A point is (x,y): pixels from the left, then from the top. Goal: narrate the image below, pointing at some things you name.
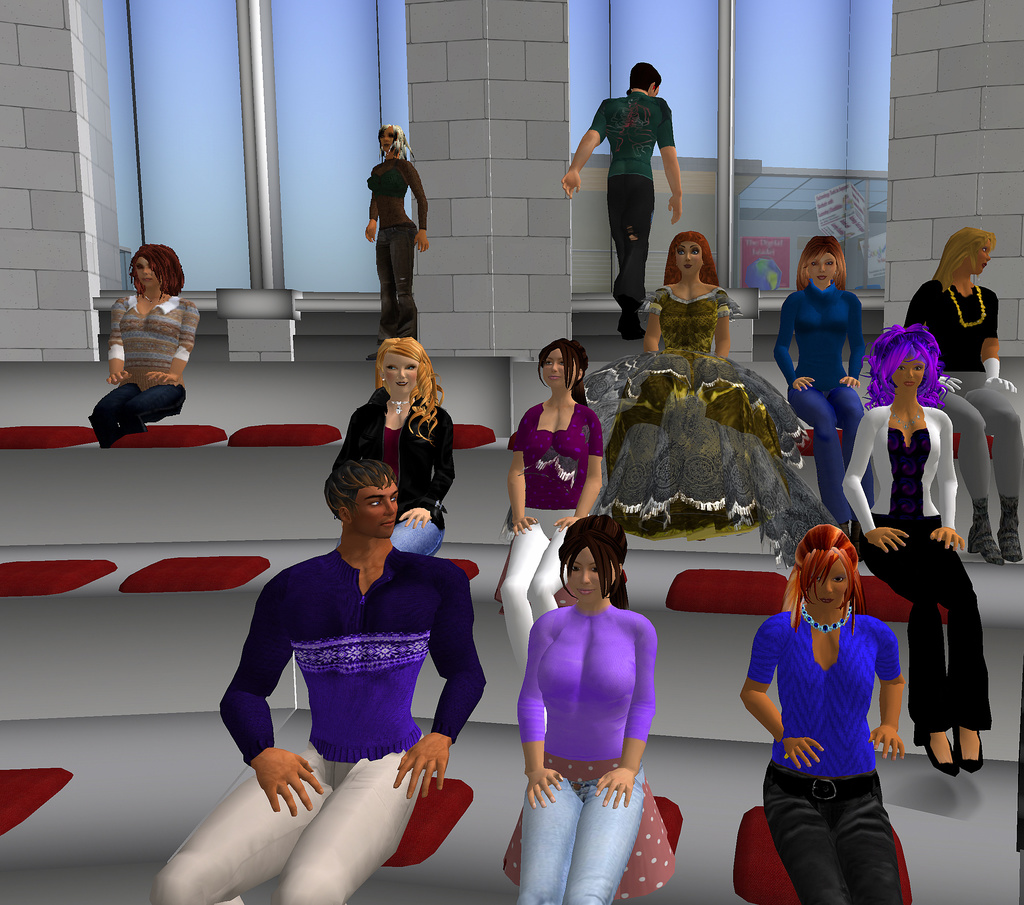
This is an animated picture, we can see a group of people (406,375) are sitting and a man (641,229) is walking and another person (410,235) is standing on the path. Behind the people (410,258) there is a wall (946,127).
